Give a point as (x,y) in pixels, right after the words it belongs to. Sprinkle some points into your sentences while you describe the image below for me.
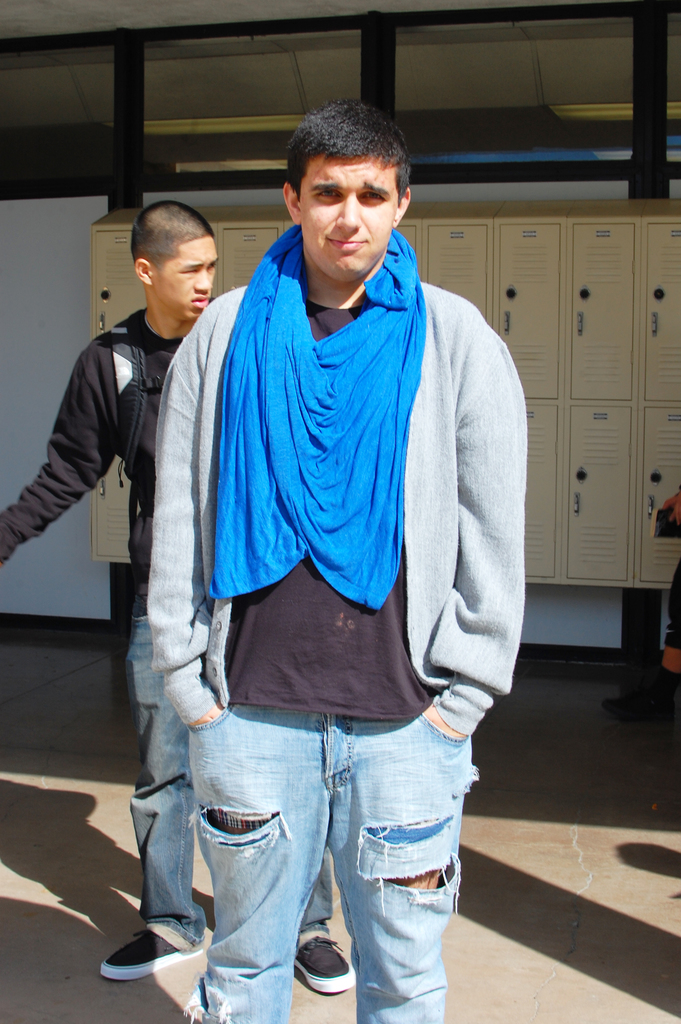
In this image in the center (311,424) there are two people (277,423) standing and in the background (554,250) there are some lockers (436,254) boards (48,224) glass doors (457,128) and at the bottom (543,728) there is walkway (570,896) and on the right side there are some people (639,702).
